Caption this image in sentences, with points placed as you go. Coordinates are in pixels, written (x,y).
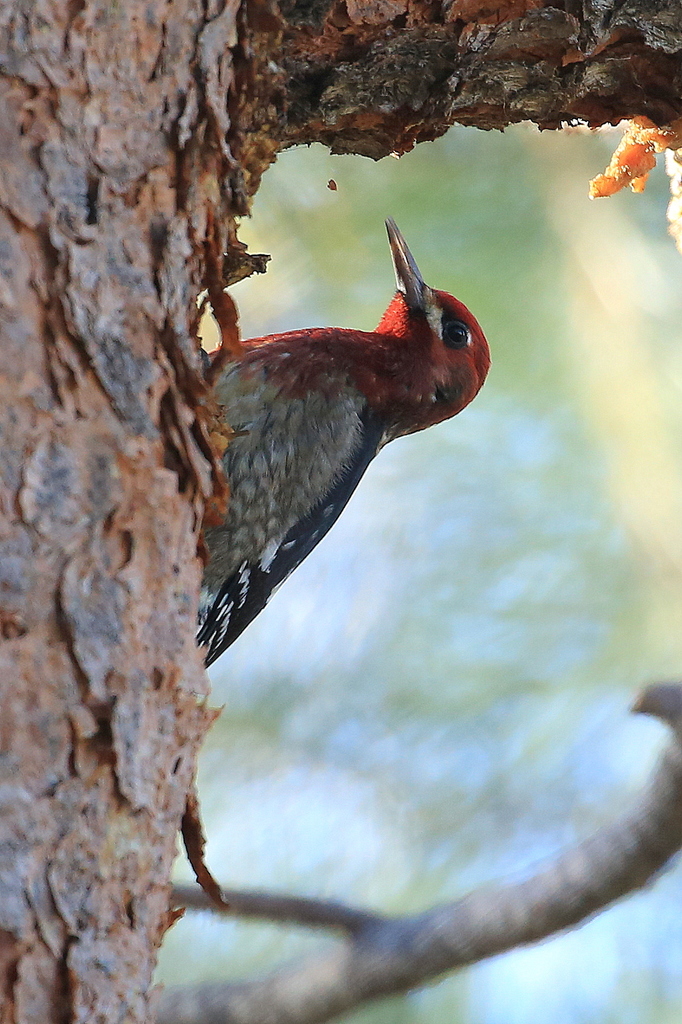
In the foreground of this image (316,500), there is a bird (314,464) on a tree trunk (120,431) and the background (542,726) image is blur.
